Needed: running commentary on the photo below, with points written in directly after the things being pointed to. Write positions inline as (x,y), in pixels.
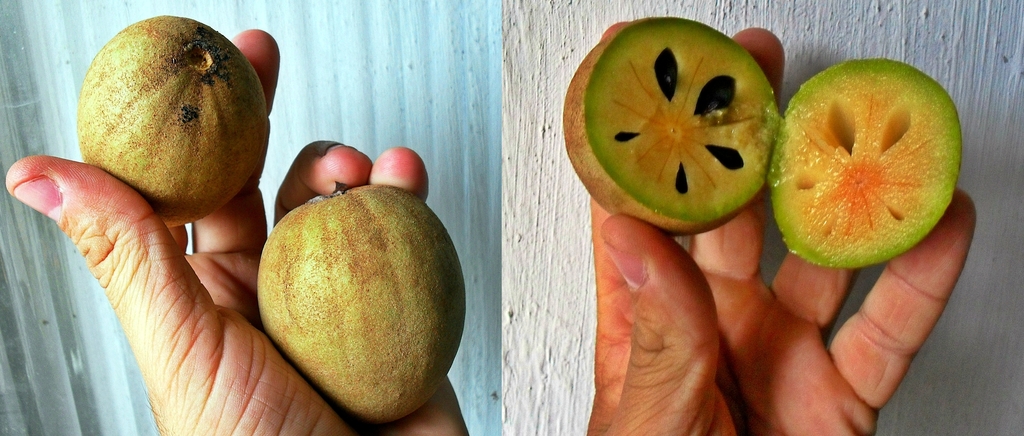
This is a photo grid image of a person (41,166) holding sapota (217,134).
